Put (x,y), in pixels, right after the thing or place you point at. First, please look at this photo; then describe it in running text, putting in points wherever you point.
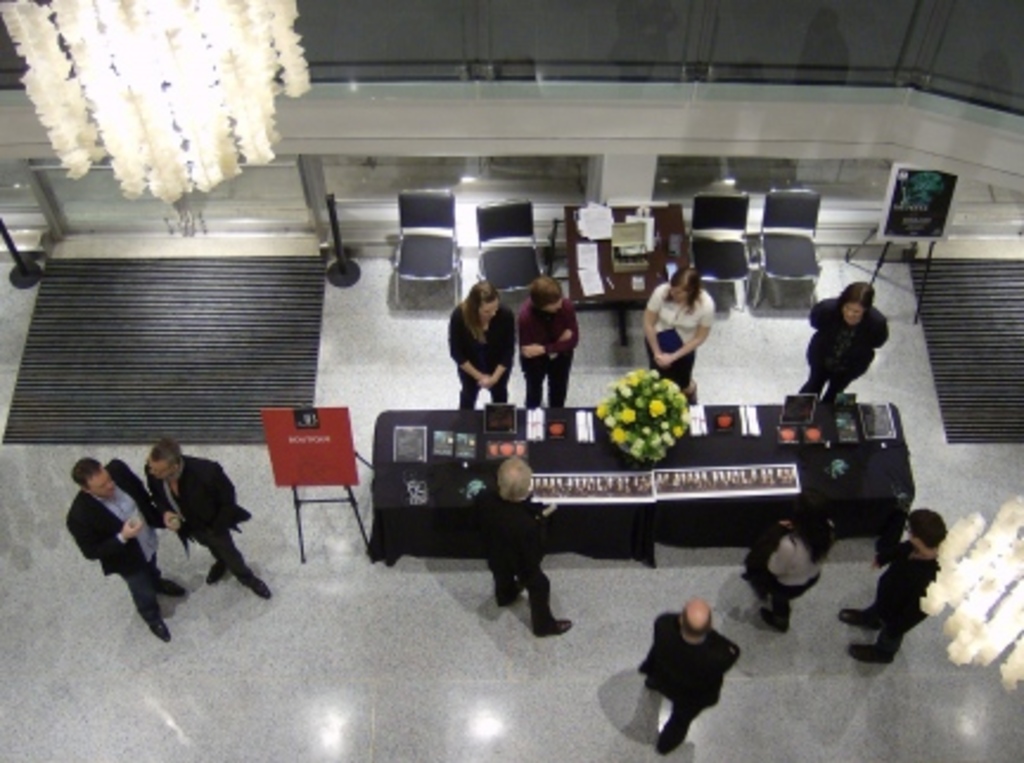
In this picture I can see some persons (491,356) who are standing near to the table (621,503) and chairs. On the table (714,437) I can see flowers bouquet (646,444), pamphlet (585,432) and other objects (520,441). On the left (226,488) there are two persons (153,518) who are standing near to the boards (310,472). In the top left corner (155,73) and bottom right corner I can see the chandeliers (55,66). On the right (885,210) there is a board (916,236) which is placed near to the wall (996,221).
